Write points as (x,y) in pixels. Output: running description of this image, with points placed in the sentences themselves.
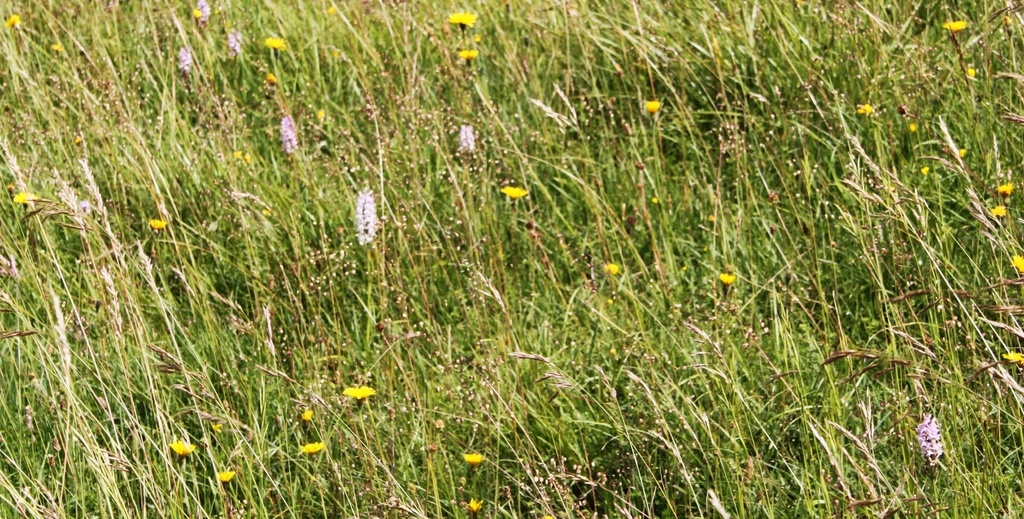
In this picture there is grass field (456,145) in the image.
